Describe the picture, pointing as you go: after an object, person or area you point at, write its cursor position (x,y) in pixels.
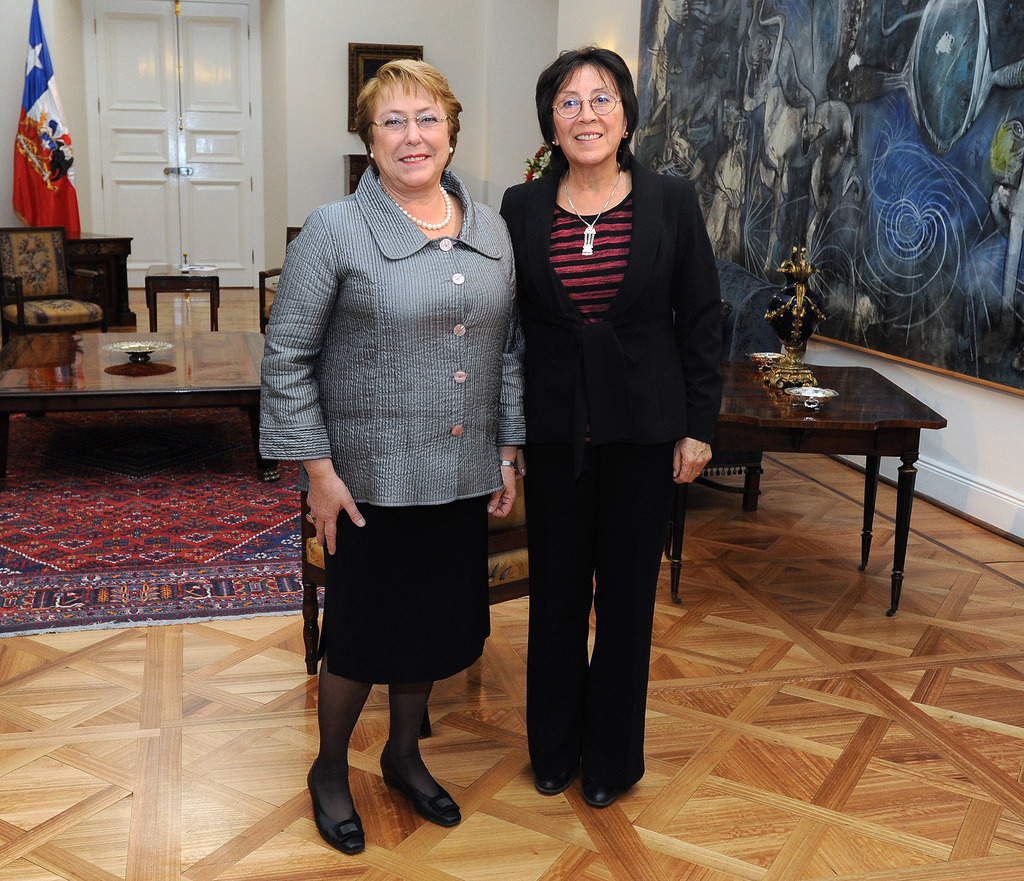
In this picture we can find two women (556,337) standing on a floor (240,302). In the background (16,616) we can find a table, some painting (815,110) on the wall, white doors (192,212), photo frames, flag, chair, stools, and floor mat (145,542).
